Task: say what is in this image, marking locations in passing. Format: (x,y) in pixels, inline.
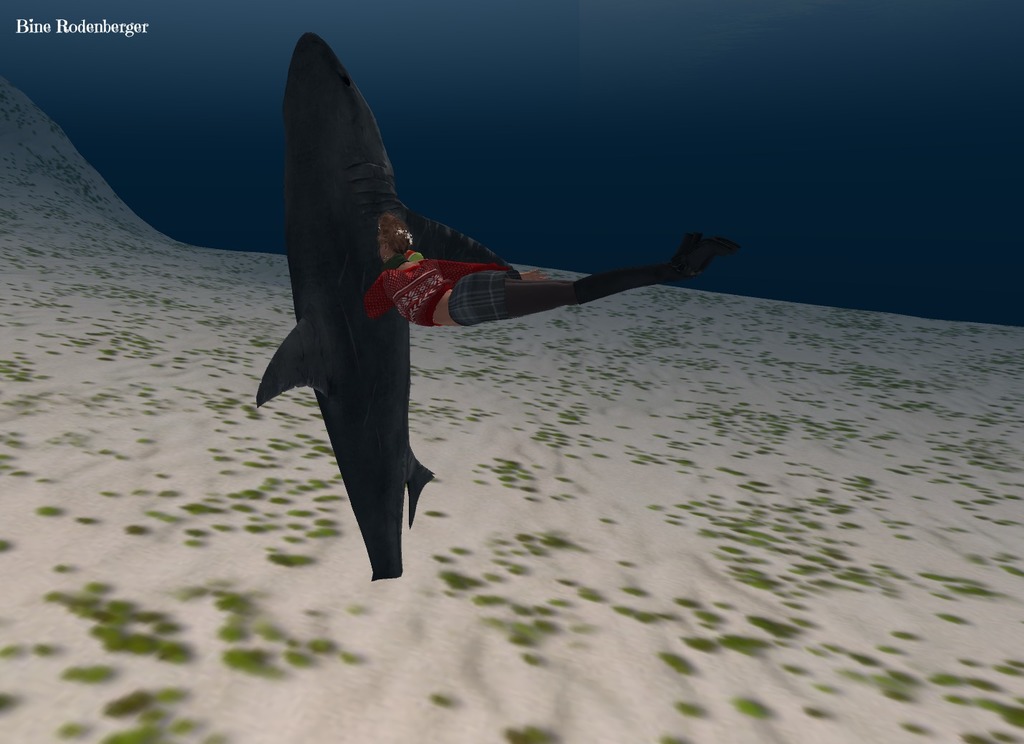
This is an animation and here we can see a shark (356,334) and a person (511,312). At the bottom (605,616), there is sand (580,614).
